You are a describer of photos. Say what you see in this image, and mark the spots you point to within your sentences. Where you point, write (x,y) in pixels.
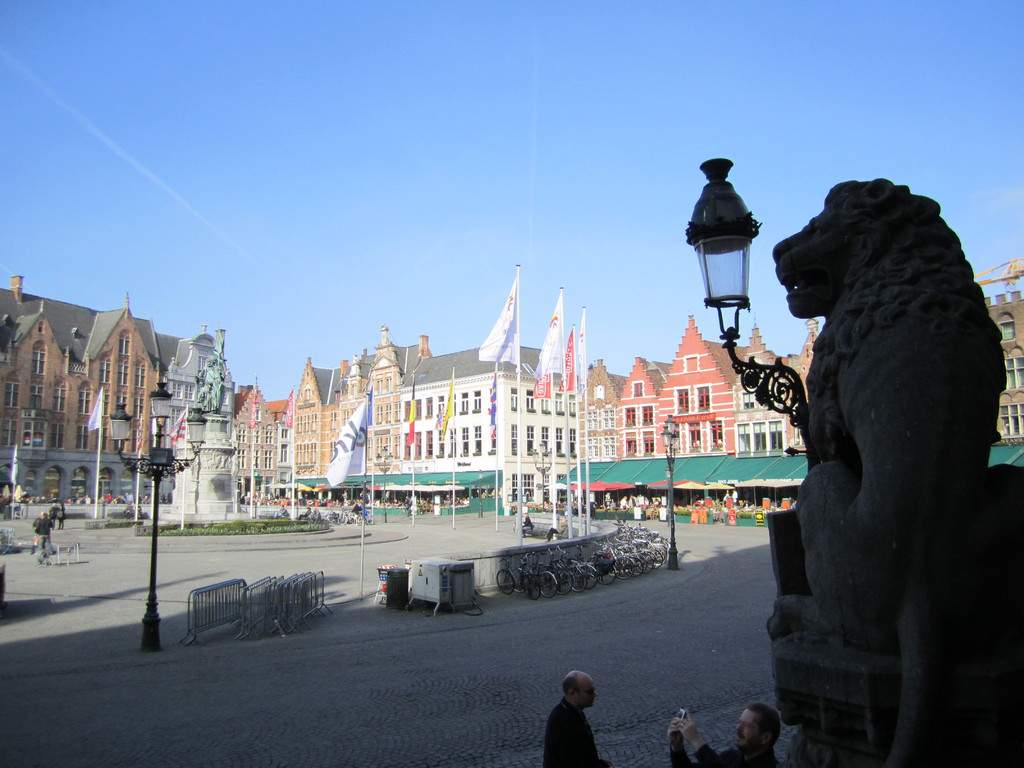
This is the picture of a city (733,506). On the right side of the image (805,690) there is a statue of a lion (911,459) and there is a person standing and holding the object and there is a person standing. At the back (473,396) there are group of people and there are buildings (72,490) and flags (445,430) and there is a statue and there is a street light (159,474). In the foreground (326,606) there are bicycles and there are objects (287,594). At the top (459,119) there is sky (508,56). At the bottom (350,703) there is a road (595,714) and there is grass (225,528).
